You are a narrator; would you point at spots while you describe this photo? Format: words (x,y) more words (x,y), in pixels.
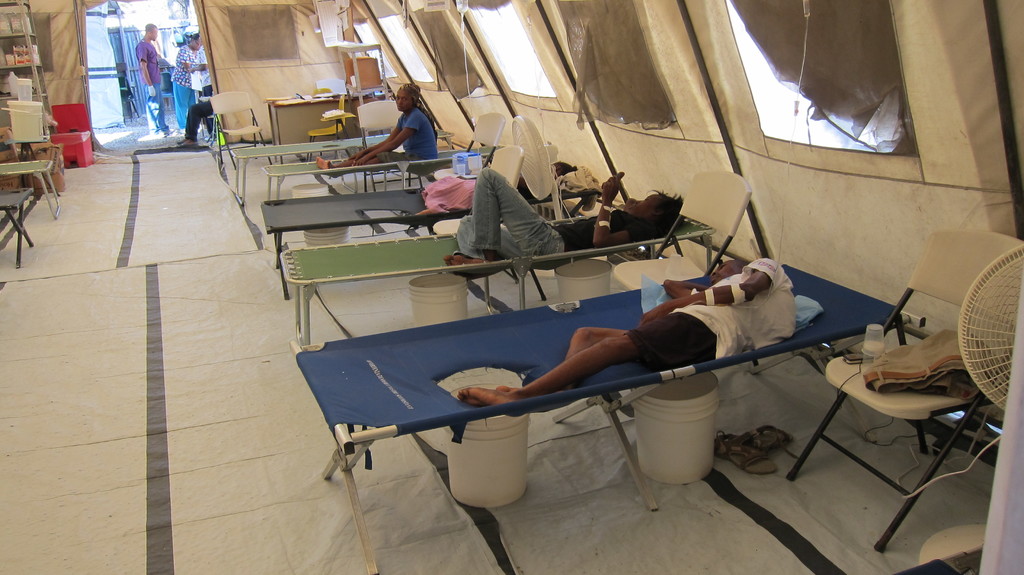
This is an image clicked inside the tent (457,61). Here I can see few people (615,335) are lying on the cot (532,356). On the outside of this tent (210,57) there are few people (176,68) standing. On the right side of this image (933,247) there is a chair (945,452).
